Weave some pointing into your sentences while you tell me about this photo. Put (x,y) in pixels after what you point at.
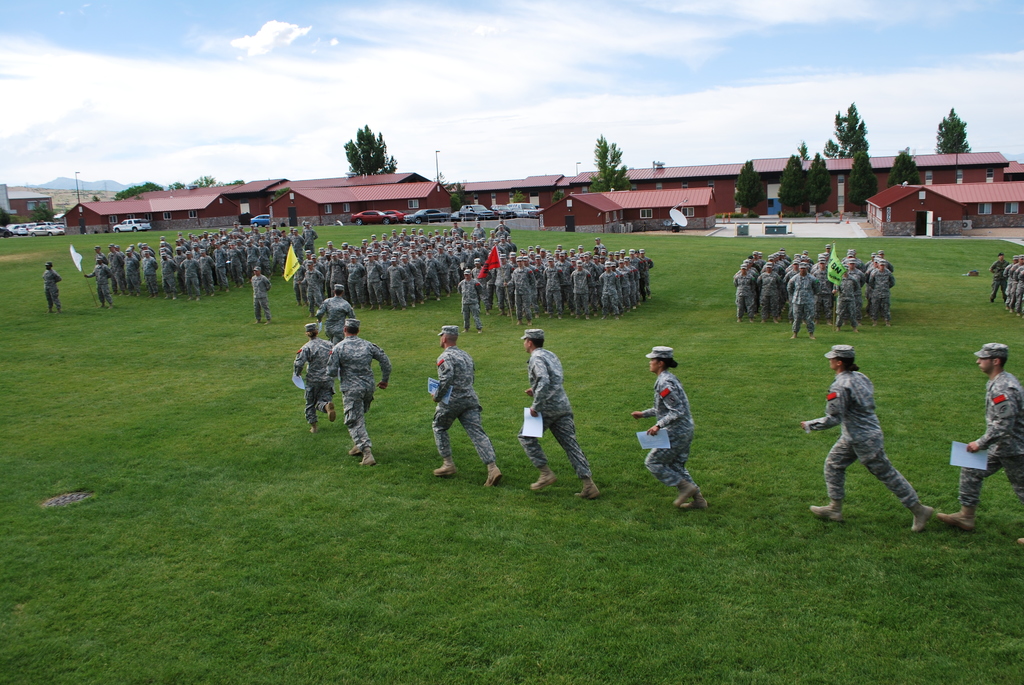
In this image we can see a group of people (465,349) standing on the grass field (519,499). In that some are holding the papers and the flags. On the backside (649,78) we can see a group of houses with roof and windows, some cars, a dish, a group of trees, poles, the hills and the sky (558,123) which looks cloudy.
